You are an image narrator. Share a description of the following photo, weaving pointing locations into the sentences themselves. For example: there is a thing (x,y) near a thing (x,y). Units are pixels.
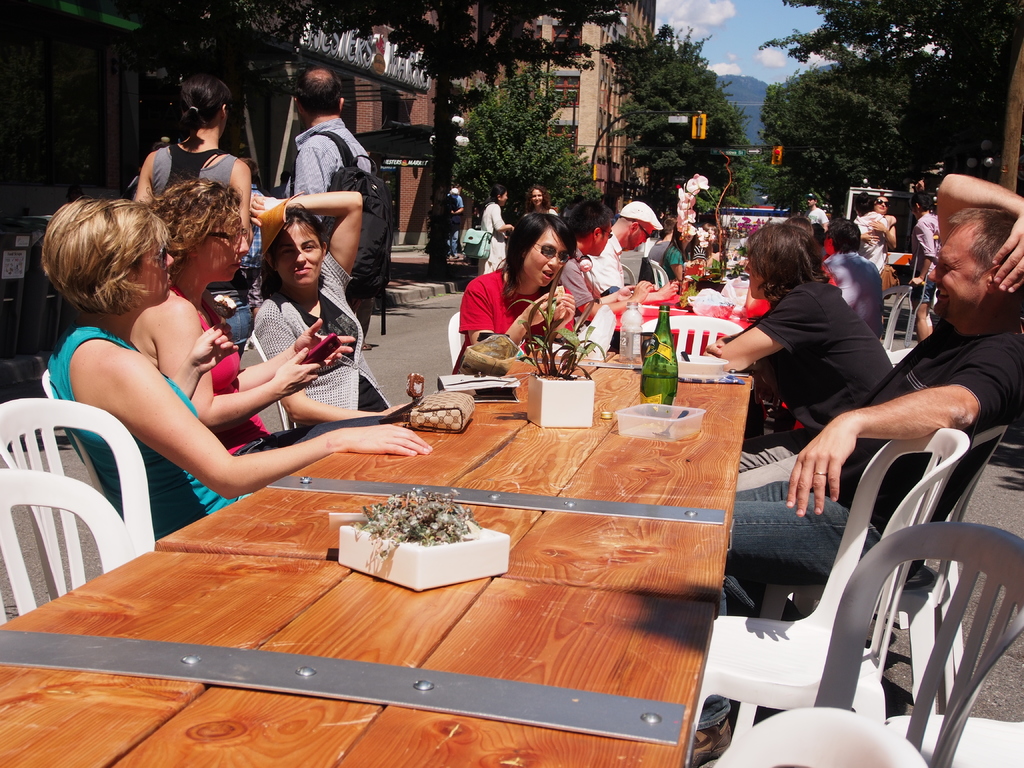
Here we can see a group of people (609,272) are sitting on the chairs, and in front (526,533) here is the table (626,390) and bottles (672,390) and here the people (296,143) are standing, and some other objects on it, and here is the tree (483,150), and the sky (659,23) is cloudy.
